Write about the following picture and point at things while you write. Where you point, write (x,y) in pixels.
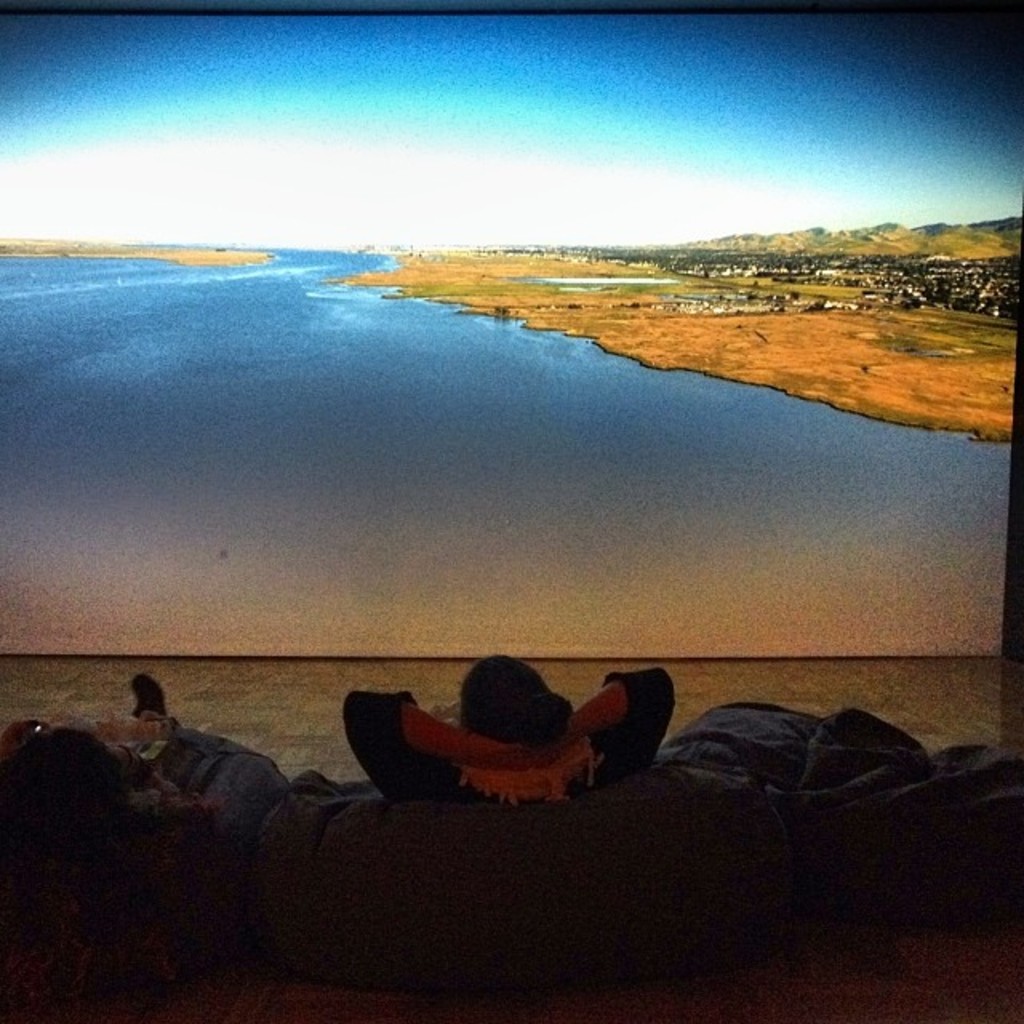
In this picture we can see two people (638,690) sitting on bean bags (506,826) and in front of them we can see a screen (572,608) and on this screen (228,619) we can see mountains (887,228), river (273,385) and the sky (720,164).
